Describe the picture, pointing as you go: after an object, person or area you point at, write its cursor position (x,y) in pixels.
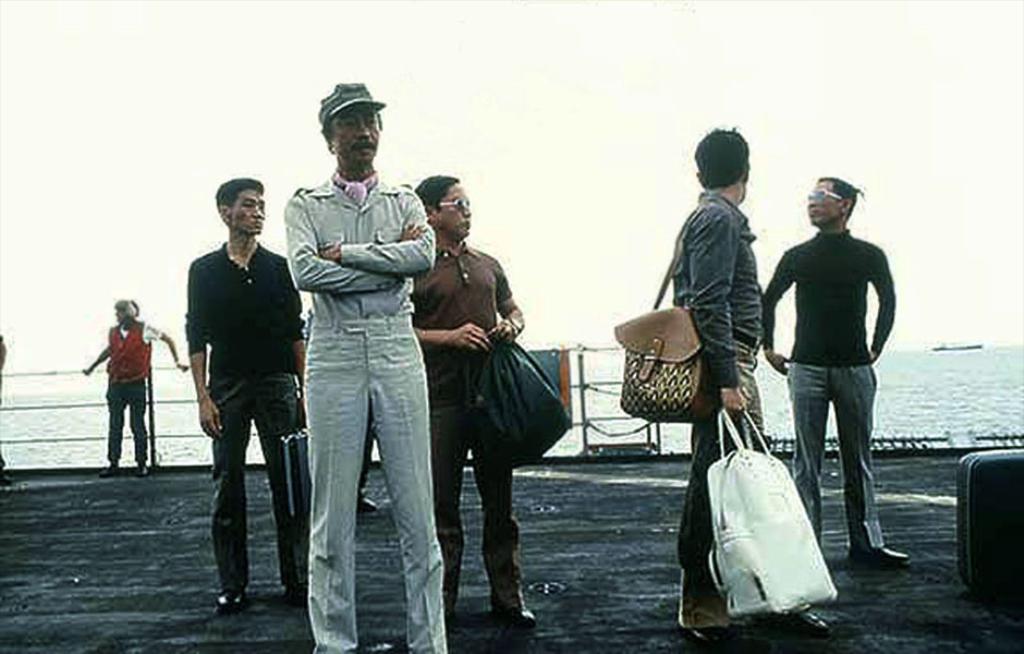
In this picture I can observe some people (458,448) standing on a ship deck (513,628). In the background (76,370) I can observe an ocean (890,365) and sky (558,128).
